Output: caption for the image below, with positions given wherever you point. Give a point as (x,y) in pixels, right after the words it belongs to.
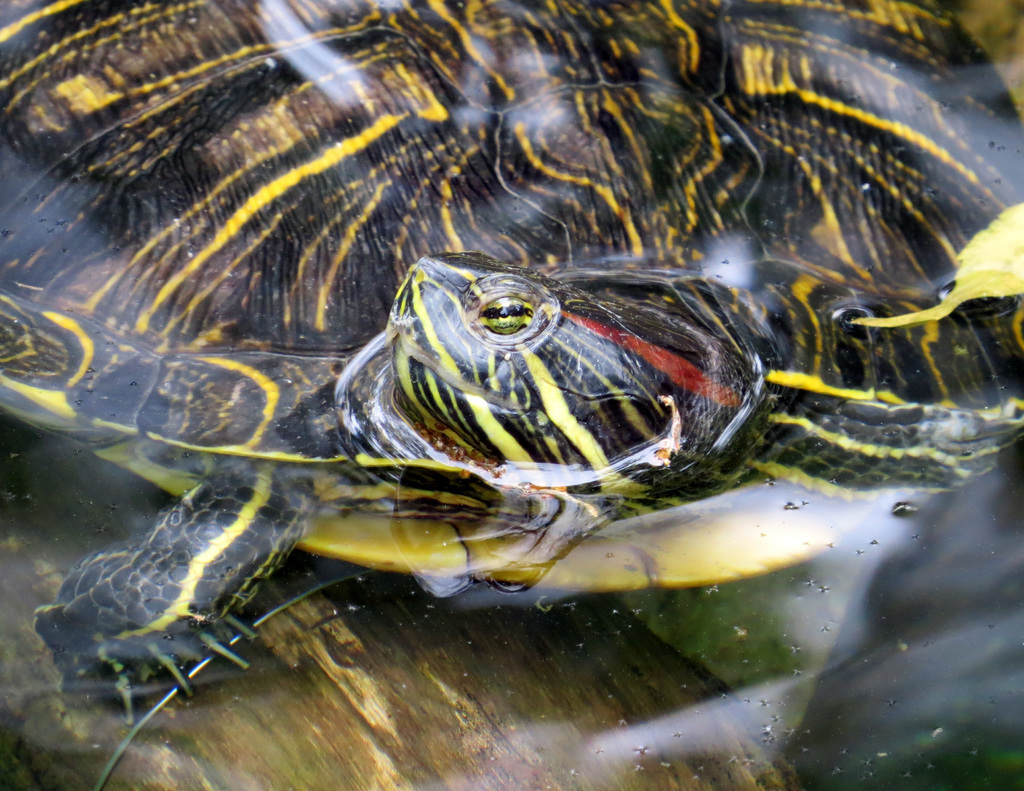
In this picture we can see a turtle like object (415,381). In the foreground (162,763) we can see an object (714,757) which seems to be the ground (424,713).
